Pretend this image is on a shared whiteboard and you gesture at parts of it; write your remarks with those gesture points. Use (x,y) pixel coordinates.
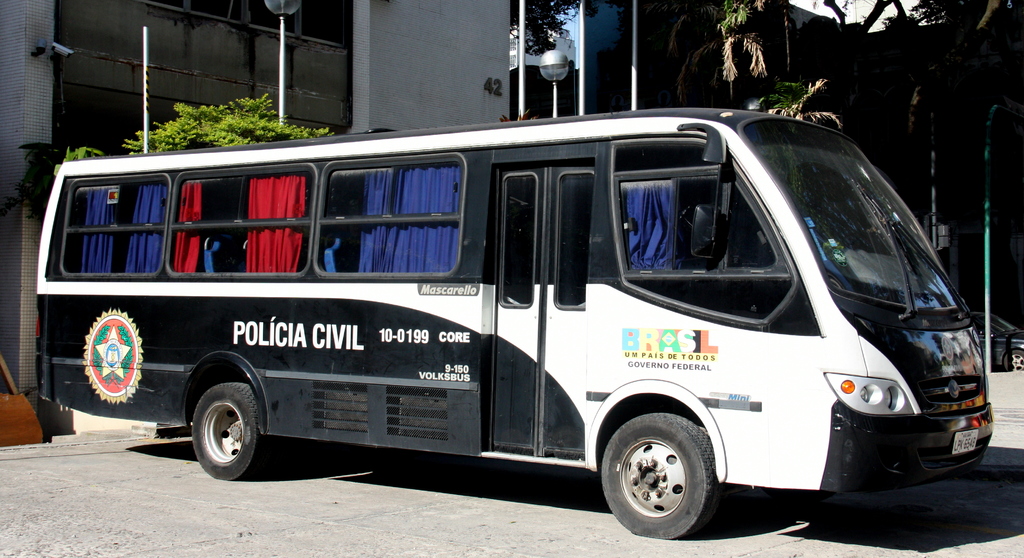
In this picture we can see a bus (910,323) with curtains (133,244) on the ground (820,545), poles (144,90), trees (837,30), buildings (166,77) and in the background (1002,348) we can see a car (1016,331).
